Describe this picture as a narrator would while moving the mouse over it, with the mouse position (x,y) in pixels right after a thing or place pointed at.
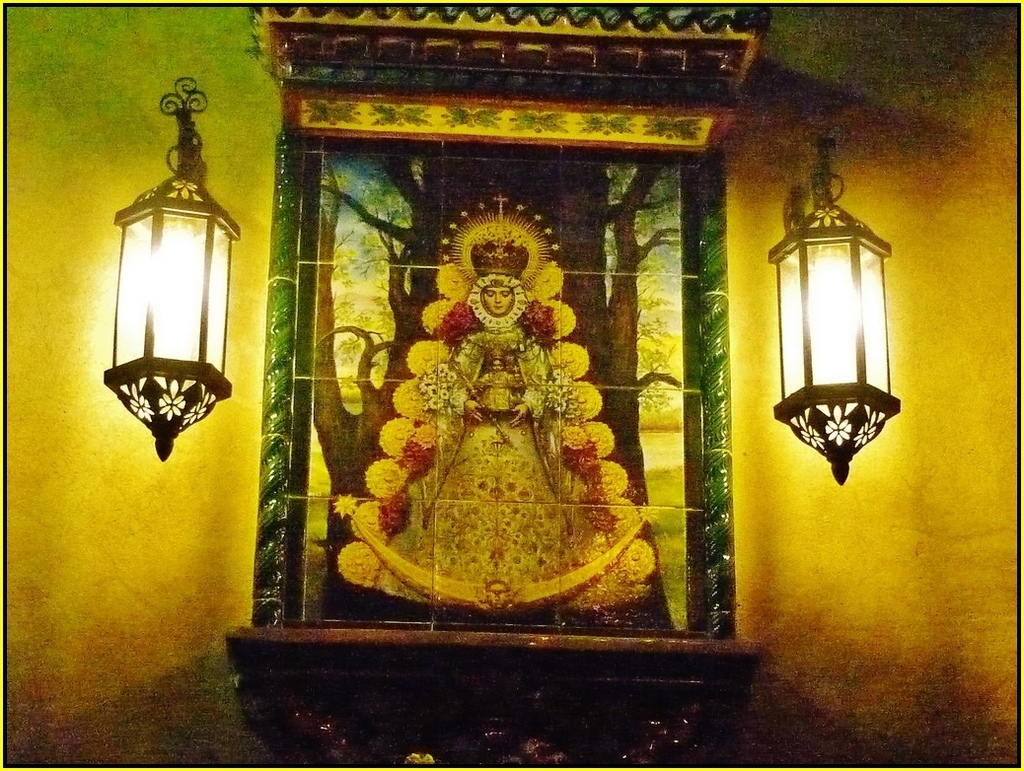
In this image I can see idols (504,481), temple (260,557), trees (426,295), the sky (407,274), two lamps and a multicolored background (121,116). This image looks like a photo frame.
